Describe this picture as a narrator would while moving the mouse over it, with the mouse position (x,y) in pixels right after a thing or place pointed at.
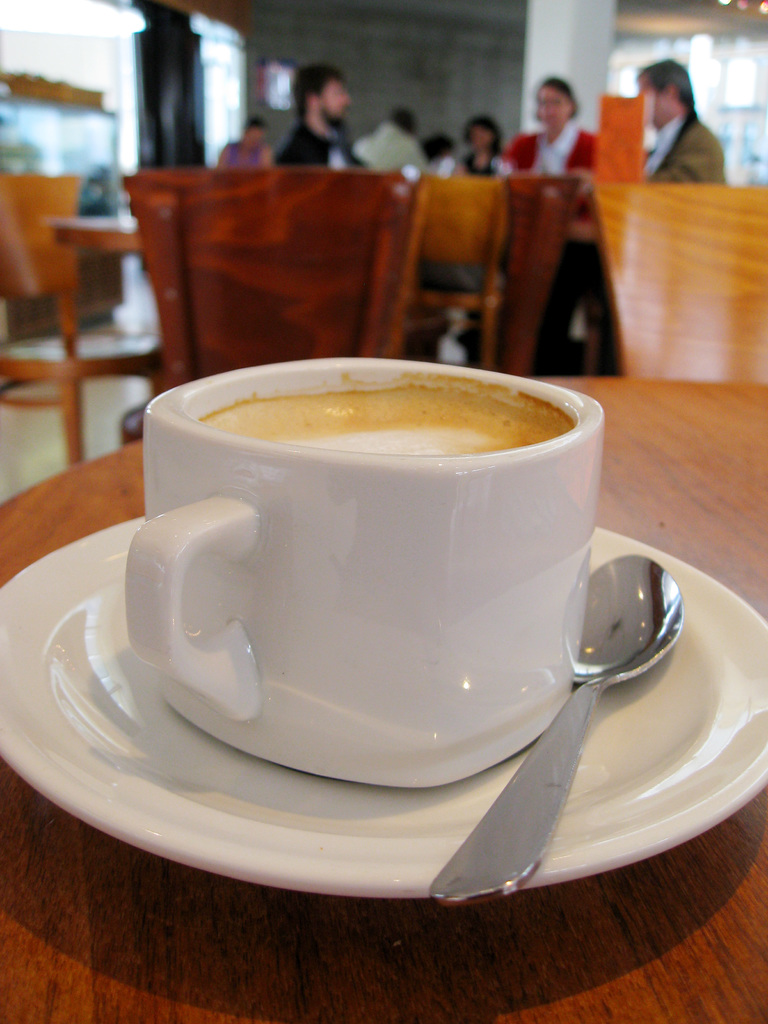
This picture shows the inner view of a building (711,22), some people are sitting on the chairs (687,287), one light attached to the ceiling (753,17), one white pillar (536,44), one door (172,83), so many chairs (752,350) and tables (696,497). There is one coffee cup (440,555) on a saucer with spoon (621,597) on a table (720,553) and some different objects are on the surface (29,104).
